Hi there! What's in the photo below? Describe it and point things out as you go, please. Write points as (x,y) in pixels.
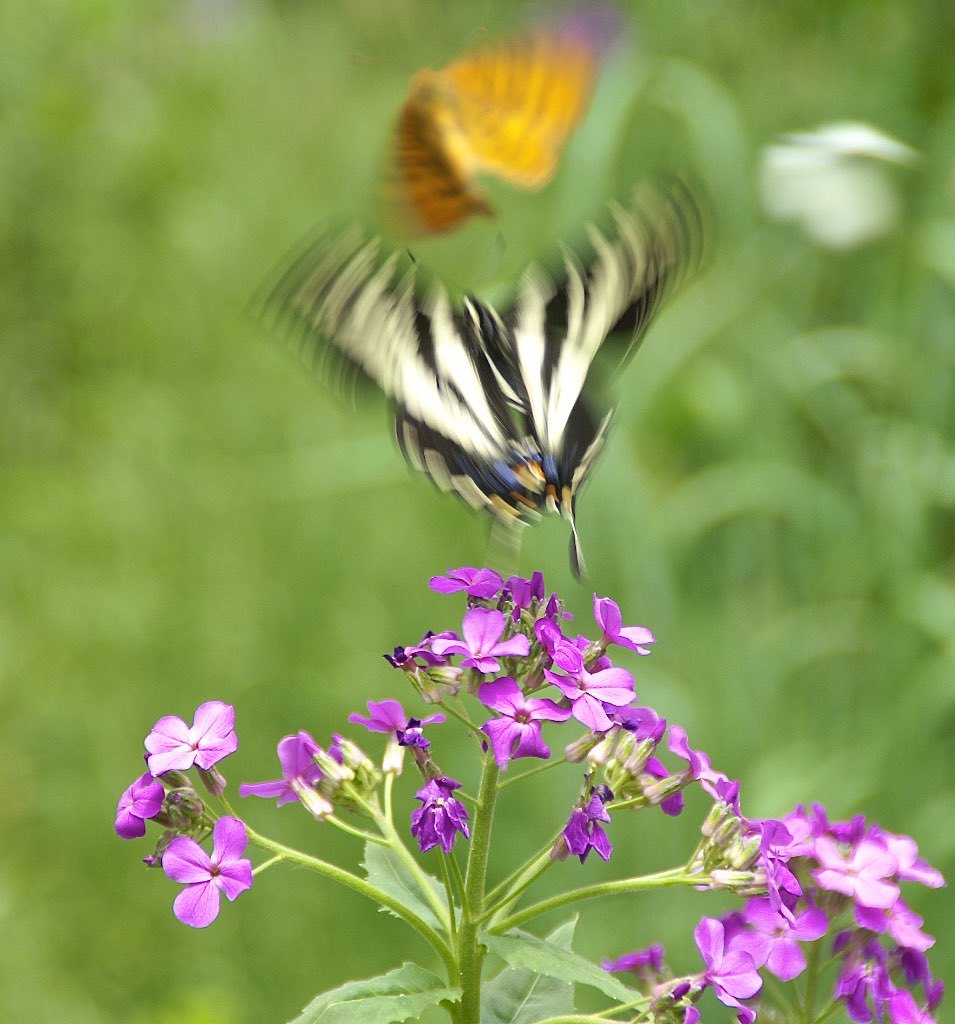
We can see butterfly (582,274) in the air (424,613) and we can see flowers (450,654) and plant (537,659). In the background (247,61) it is blur and green.
